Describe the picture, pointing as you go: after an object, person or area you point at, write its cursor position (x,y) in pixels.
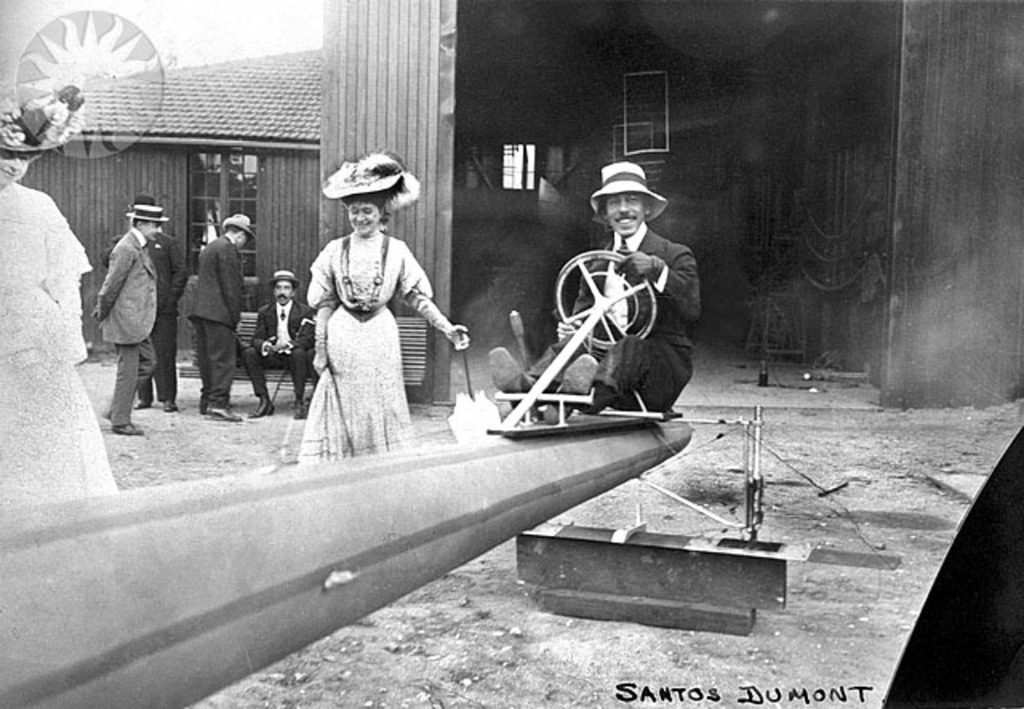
In this image there is a black and white photograph, in this image there are two women (354,360) standing with a smile on their face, behind them there is a person (288,321) sitting on a bench (257,316), in front of him there are three people (115,255) standing, behind them there is a house (269,129) and an open shed (519,109), beside the woman (377,210) there is a person (625,303) wearing hat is sitting on a platform (668,425) with steering (607,310) in front of him.
